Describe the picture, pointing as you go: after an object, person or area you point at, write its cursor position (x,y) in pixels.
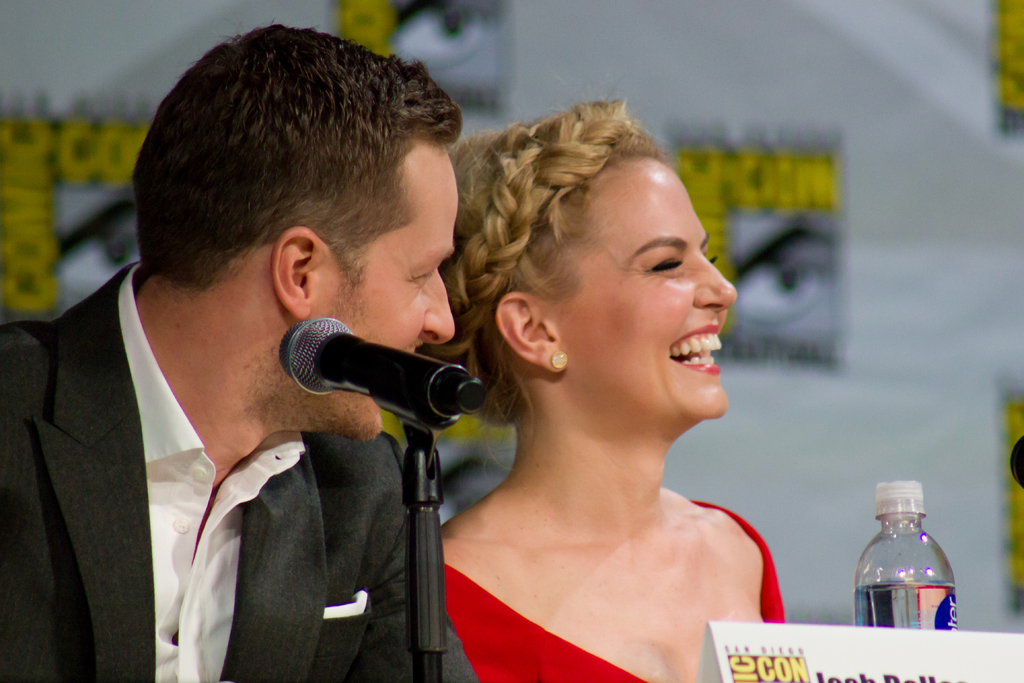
In the image there are two people (338,505) man (218,523) and woman (536,536). Man (271,455) is wearing a black color suit (129,527) sitting in front of a microphone (365,380), woman (527,607) is wearing a red color dress (560,646) and having smile (698,364) on her face (709,349) and we can also see a water bottle (940,565) in front of her and a board (931,658) in background (720,116) there is a hoarding (664,100).
